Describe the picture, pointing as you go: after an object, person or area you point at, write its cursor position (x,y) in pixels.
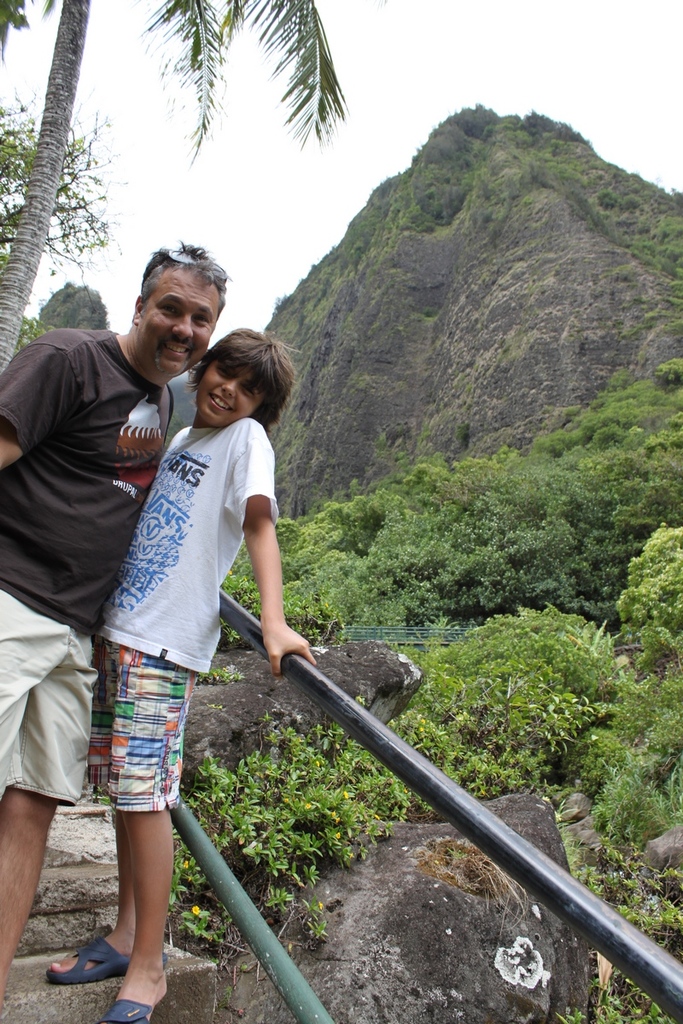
In this image on the left side (145,581) we can see two persons (80,485) are standing on the steps (65,1004) and there are railings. In the background (308,517) we can see trees (490,615), plants (515,734), rocks (422,840), mountain (401,237) and sky (291,191).
